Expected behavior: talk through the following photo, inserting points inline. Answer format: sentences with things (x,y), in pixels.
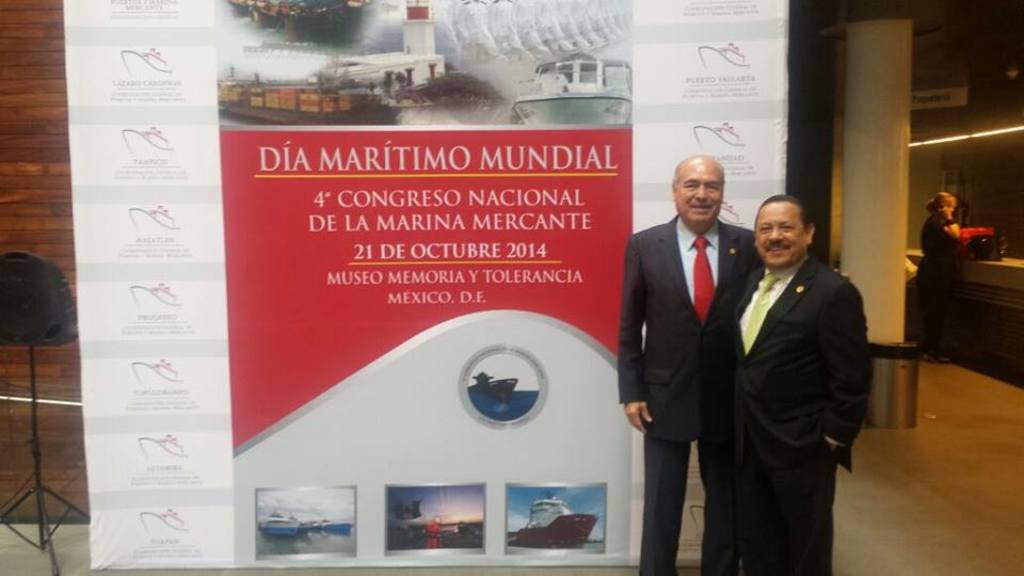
In this image I can see there are persons (833,271) standing on the floor (954,401). At the back (90,345) there is a wall (24,436), banner (123,90) and a stand (32,490). At the side there is a box (895,396) and a pillar (876,152).
